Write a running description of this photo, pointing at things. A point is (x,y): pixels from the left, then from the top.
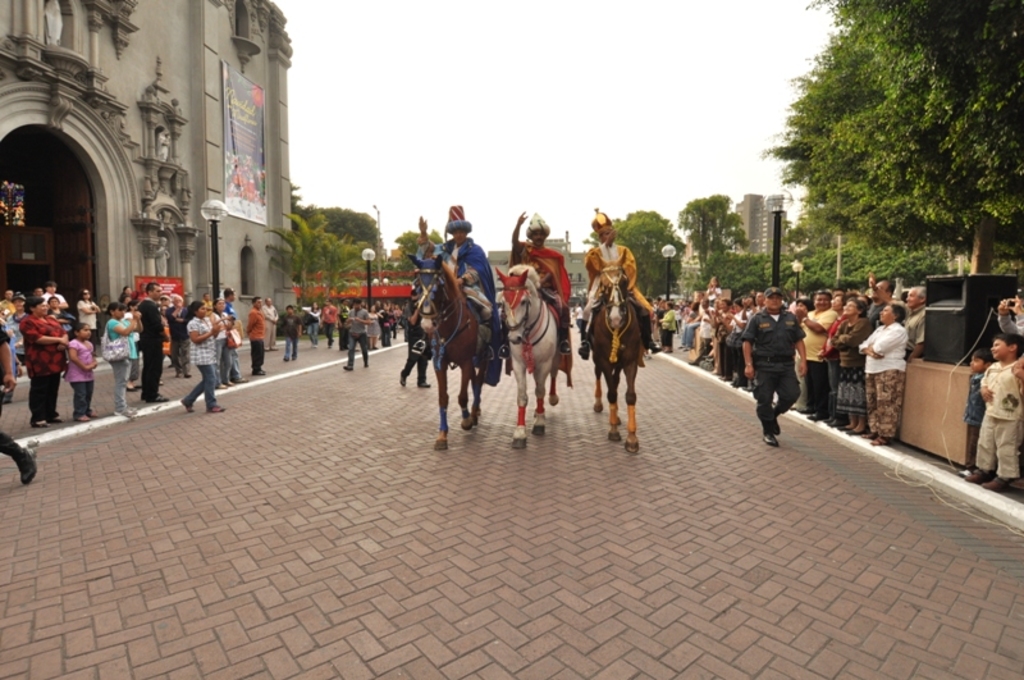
This image is taken outdoors. At the bottom of the image (408,529) there is a floor (336,454). At the top of the image (562,111) there is the sky (484,134). In the background (342,236) there are a few trees (715,256) and there are a few buildings (763,239). There are a few poles (369,261) with street lights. On the left side of the image (100,161) there is a building (140,165) with a few carvings (155,218) and sculptures (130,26) on it. There is a banner (227,135) with a text (236,95) on it and there is a pole (215,206). Many people (149,288) are standing on the floor (102,399) and a few (362,322) are walking. On the right side of the image (856,222) there are a few trees (807,266). Many people (844,323) are standing on the road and a man (779,335) is walking on the floor (790,417). In the middle of image (488,328) three men (487,310) are sitting and riding on the horses (528,348). Two men (415,354) are walking on the floor (369,347).
